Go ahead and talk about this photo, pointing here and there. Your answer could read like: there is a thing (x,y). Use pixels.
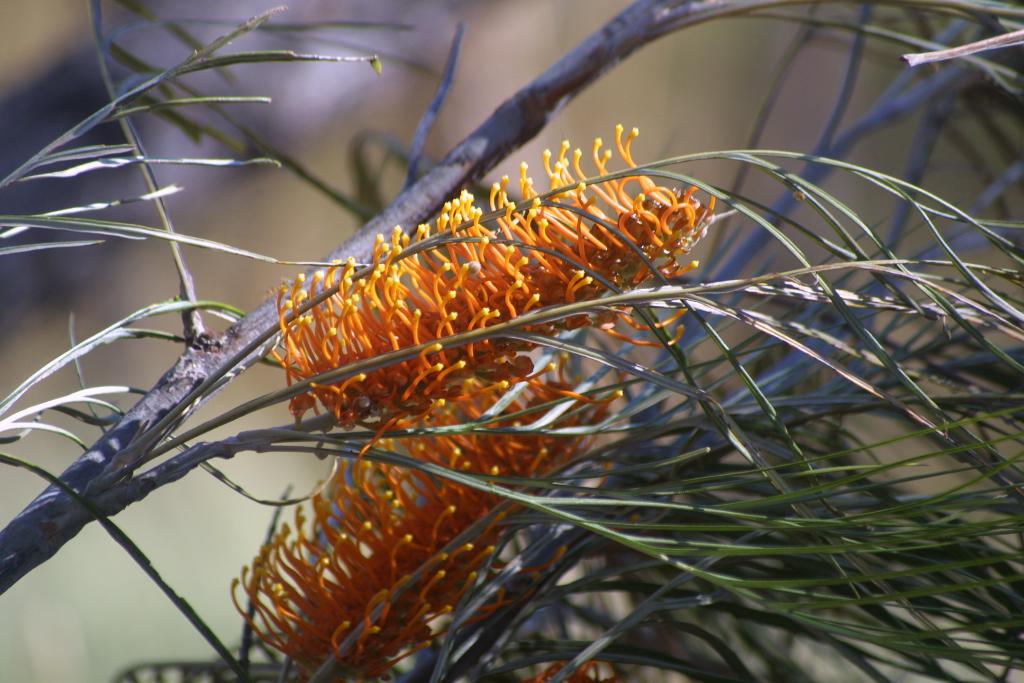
This picture is clicked outside. In the foreground (597,540) we can see the green leaves (857,392) and some objects (481,326) which seems to be the flowers (411,315) and we can see some objects (641,20). In the background (467,48) we can see some other objects (504,34). The background of the image (770,122) is blurry.
